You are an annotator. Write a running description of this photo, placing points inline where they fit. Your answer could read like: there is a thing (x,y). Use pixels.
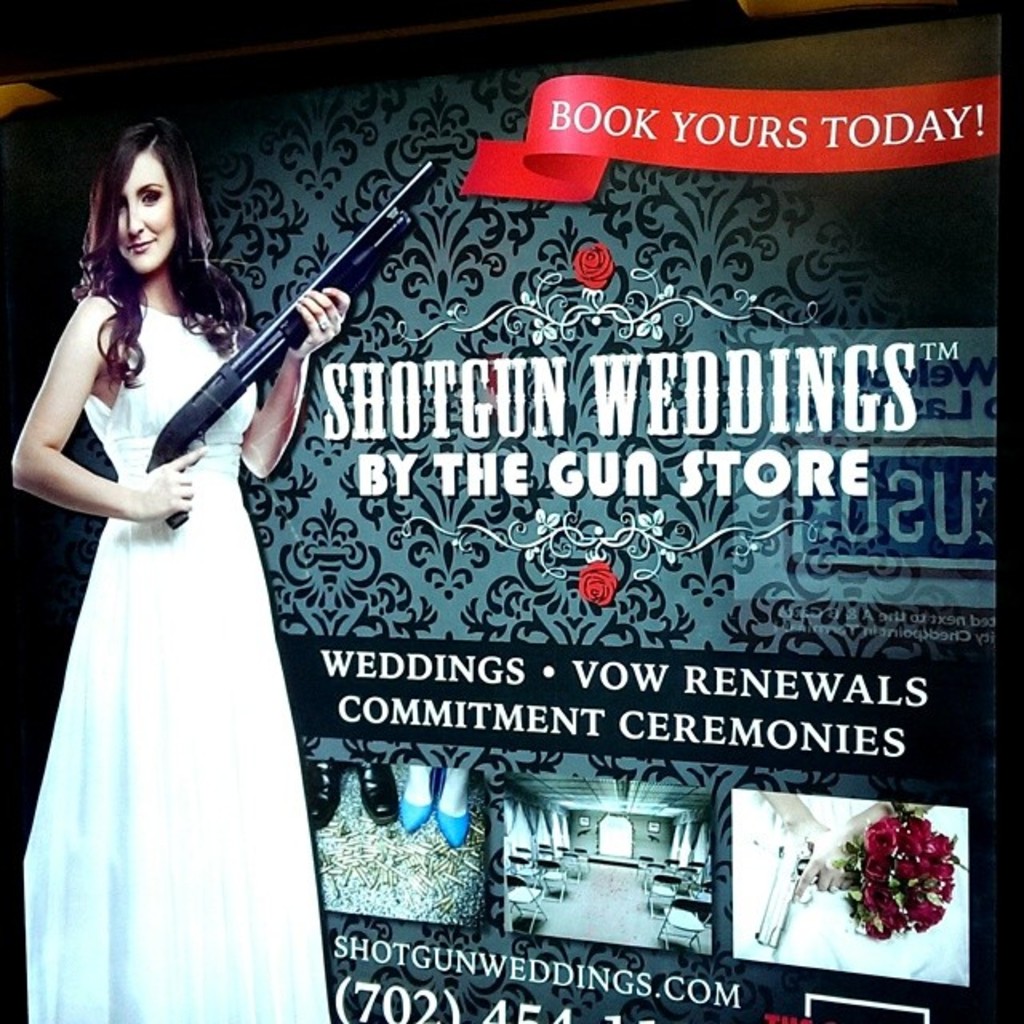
In this picture there is a banner (590,796) which has a image (184,639) of a woman (178,621) holding a gun (253,363) in her hand (342,296) and there is something written beside it and there are few other images (686,807) below it.
